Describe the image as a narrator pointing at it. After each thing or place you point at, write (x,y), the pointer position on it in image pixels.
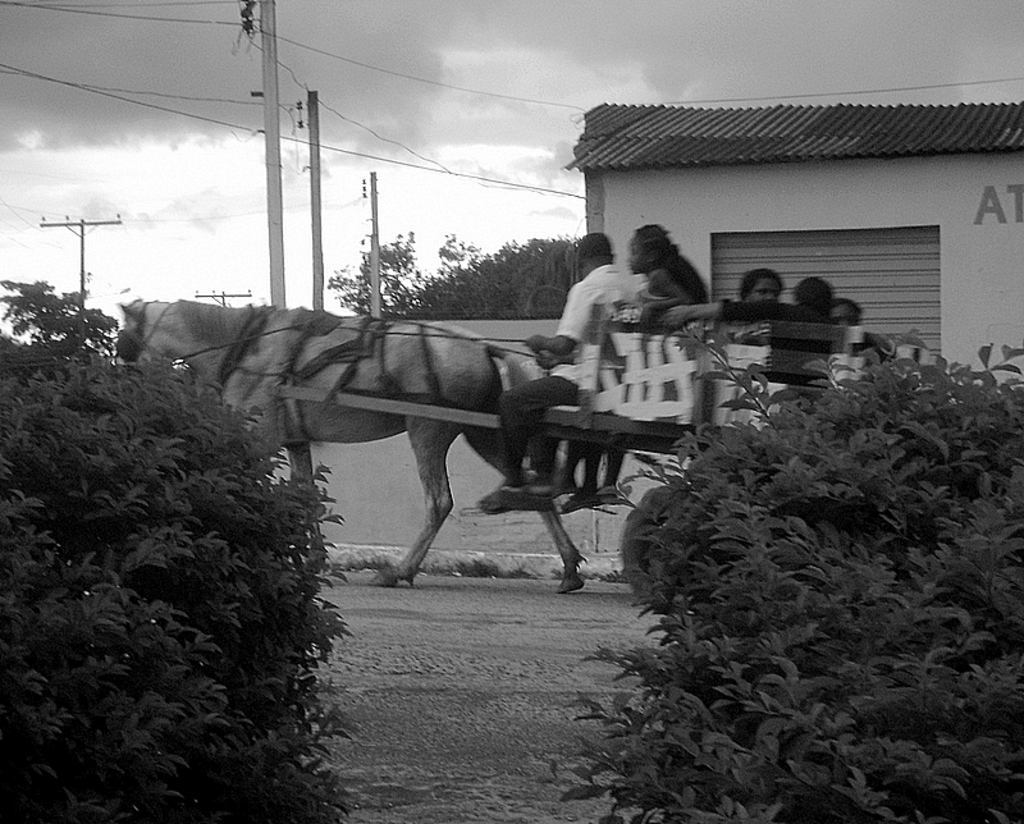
In this picture we can see some people (646,315) sitting in the horse cart (584,367) and riding it and around them there are two plants (111,493), poles (373,316) and a shop (791,176).
